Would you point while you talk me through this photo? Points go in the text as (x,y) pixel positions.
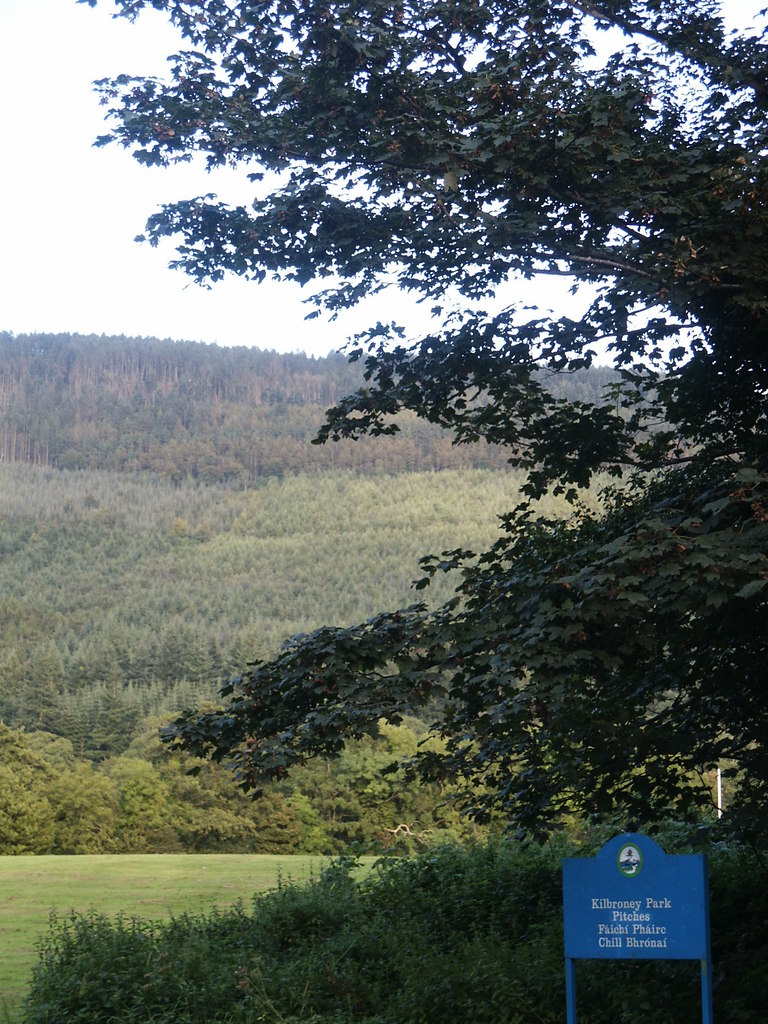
In front of the image there is a board (647,918) with some text (650,909) on it, behind the board (635,906) there are plants (439,903) and trees (306,739), in the background of the image (155,572) there is a mountain (237,420).
